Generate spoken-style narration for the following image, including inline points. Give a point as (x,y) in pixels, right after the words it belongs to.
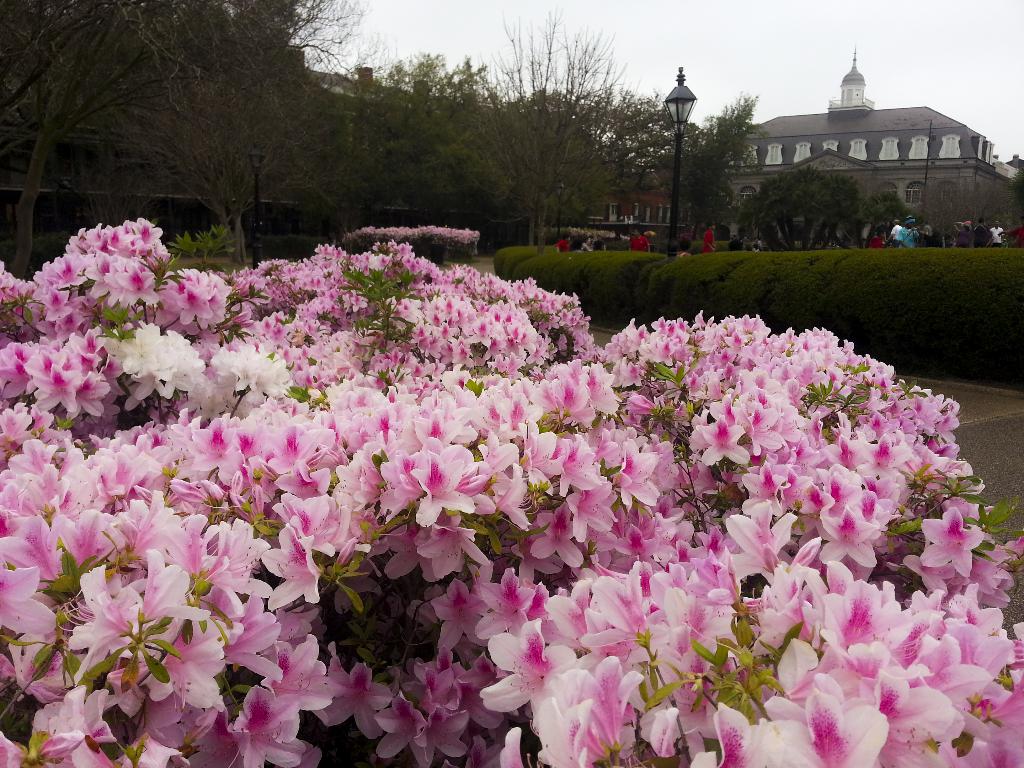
In this picture we can see plants (350,413) with flowers (414,498), some people (916,236), light poles (679,77), trees (479,168), building (904,155) with windows (774,146) and in the background (696,44) we can see the sky (625,48).
